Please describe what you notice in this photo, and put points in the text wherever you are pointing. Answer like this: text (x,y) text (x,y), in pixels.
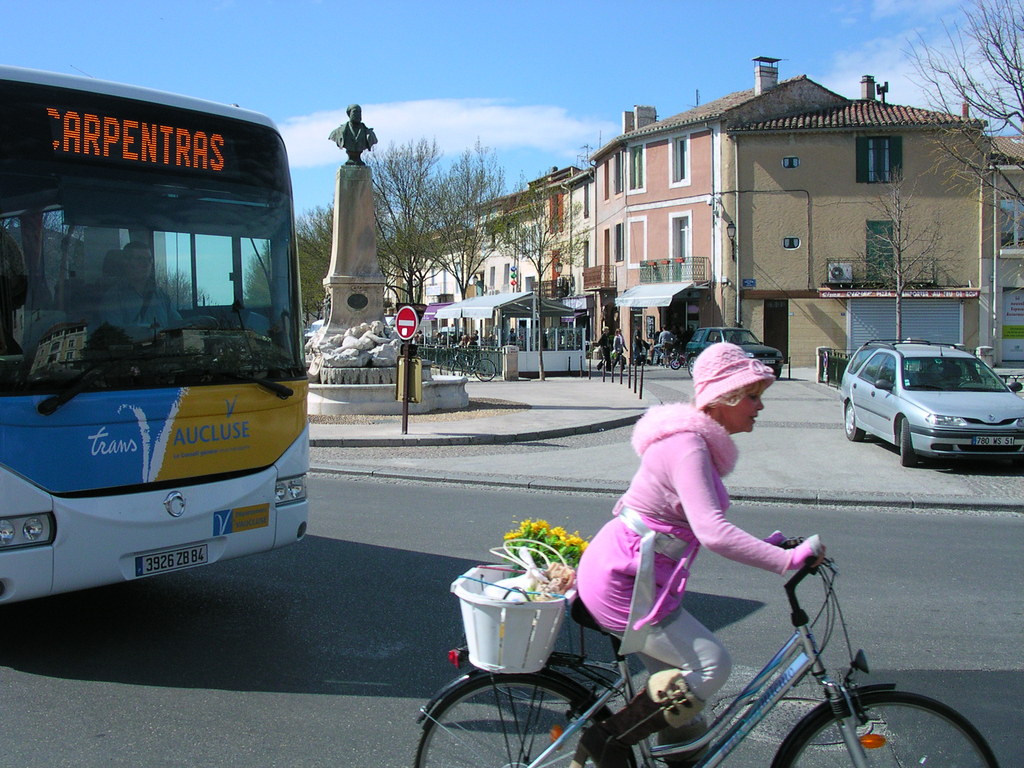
In this picture I can see vehicles (63,358) on the road (747,630), there are group of people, there is a woman (619,588) riding a bicycle (851,691) on the road (860,535), there are buildings (697,252), trees (409,187), board (1006,343), a statue (360,272), there are rocks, iron grilles (705,268), and in the background (556,53) there is sky (556,53).
